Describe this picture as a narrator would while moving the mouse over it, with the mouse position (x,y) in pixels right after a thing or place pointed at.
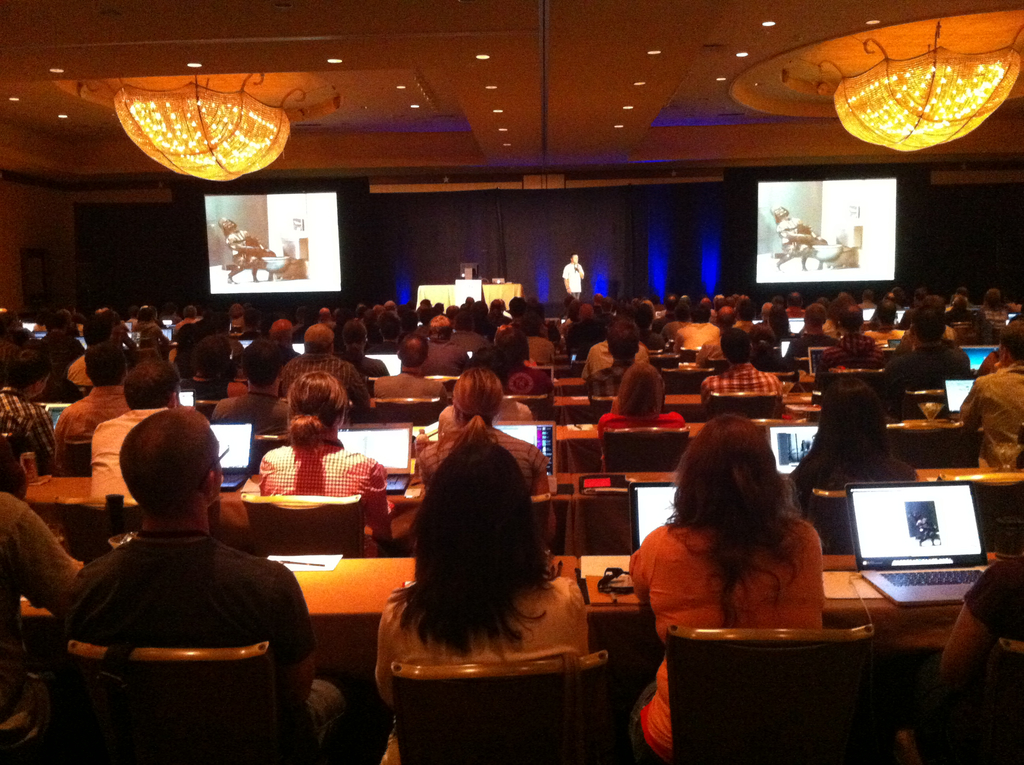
In this picture we see an auditorium (573,316) with many people (410,613) sitting on the chairs (402,681) with their desks (380,573) and laptops (962,567).
